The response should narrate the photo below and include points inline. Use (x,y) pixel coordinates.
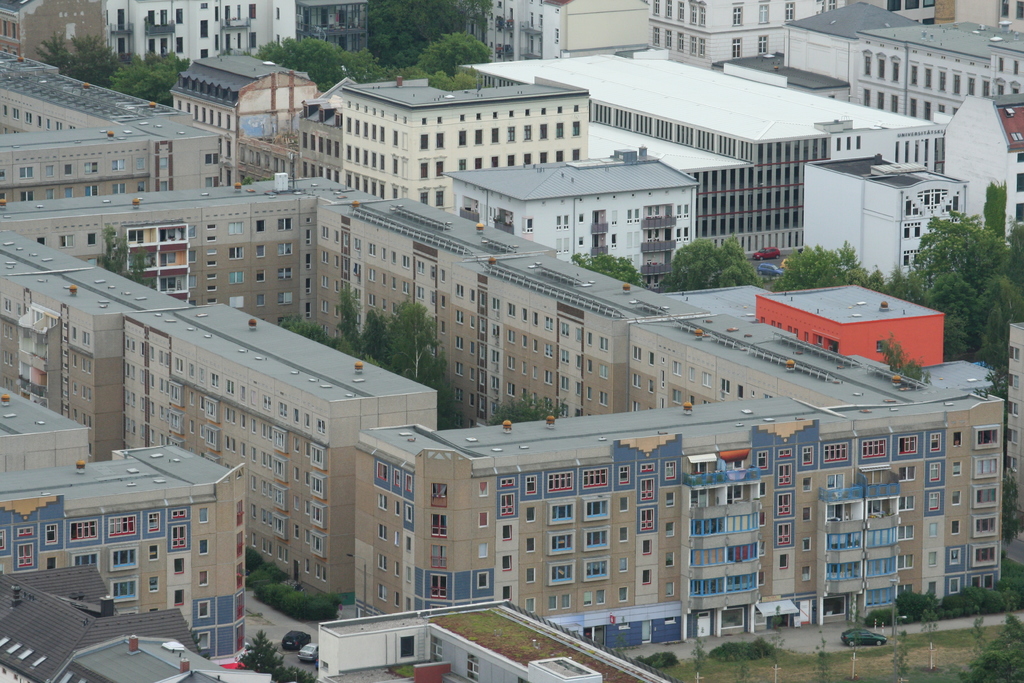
In this picture I can observe some buildings (471,251). I can observe trees (410,371) and some plants (300,597) in between the buildings (511,92). On the right side (825,646) there is a road (802,628) on which a car (844,642) is moving.
